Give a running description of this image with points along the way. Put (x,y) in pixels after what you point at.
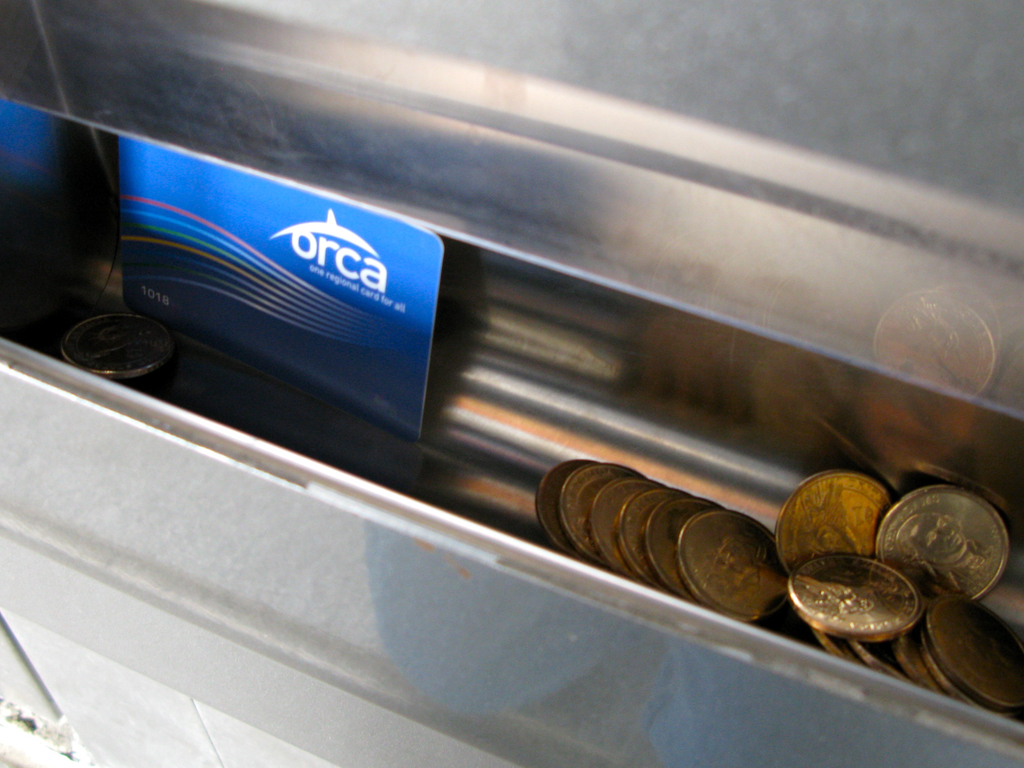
In this picture we can see coins (736,556), card (191,261) and metal object (47,545).
